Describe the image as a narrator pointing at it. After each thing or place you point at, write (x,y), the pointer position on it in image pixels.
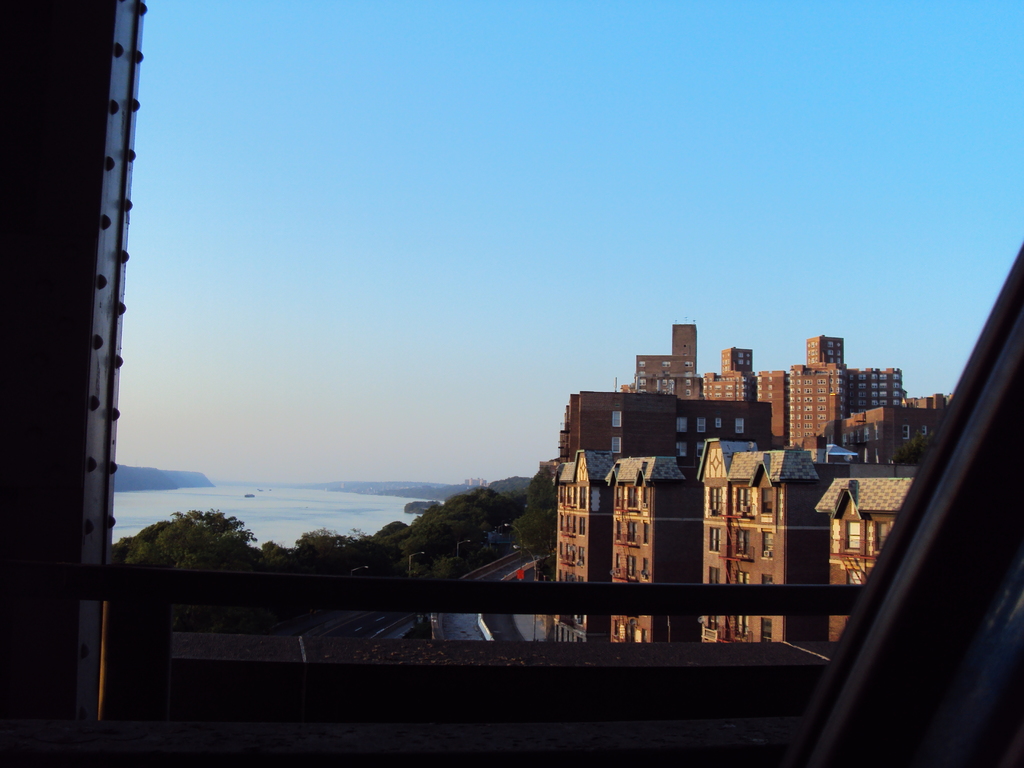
In this picture we can see buildings (713,490), on the left side (236,541) there are some trees (400,540) and water (329,508), we can see the sky (454,94) at the top of the picture (448,83).
